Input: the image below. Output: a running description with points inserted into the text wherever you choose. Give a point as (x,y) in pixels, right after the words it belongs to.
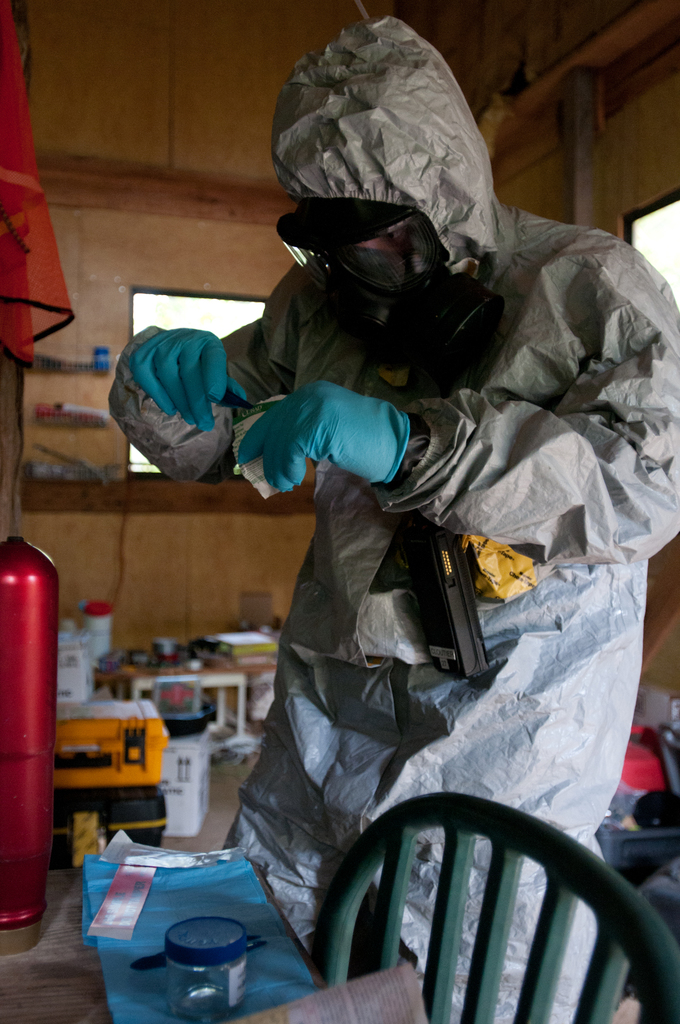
In this image we can see a person (541,809) wearing a grey color coat (429,405) and blue color gloves (282,459). In front of him there is a table (1,986) with some objects (180,938). There is a chair (400,879). In the background of the image (146,249) there is wooden wall (156,202). There are objects (167,705) on the floor (232,764). There is a window (199,312).
